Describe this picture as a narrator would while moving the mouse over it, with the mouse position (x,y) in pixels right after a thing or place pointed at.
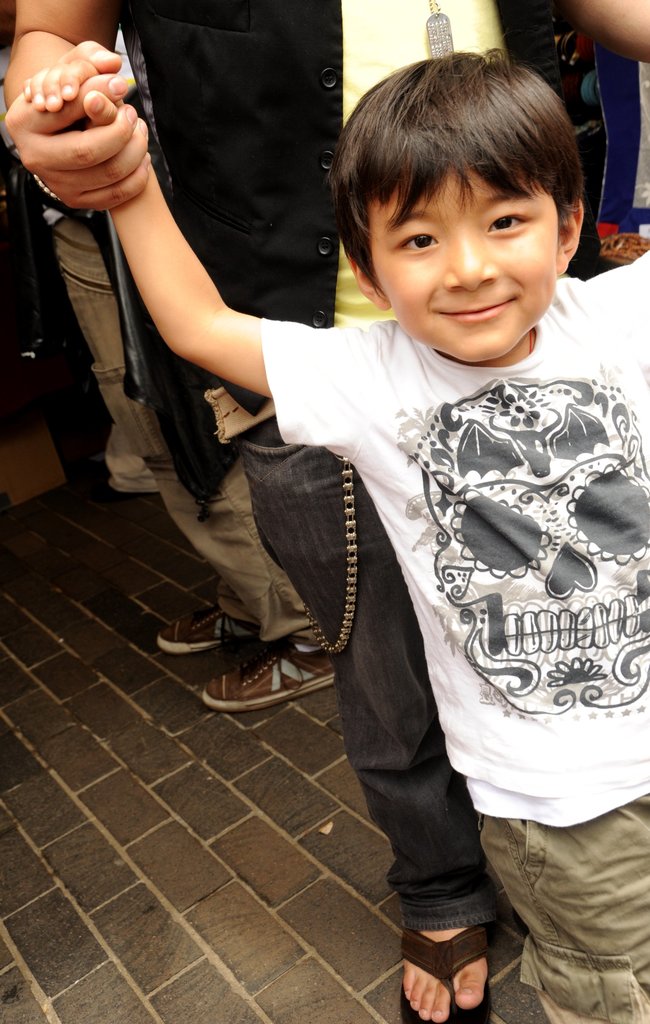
In the image there is a boy (522,540) standing in the foreground (372,463) and behind him a person (194,15) is holding the hand (108,68) of the boy (158,260), behind them there are other people (125,474).
